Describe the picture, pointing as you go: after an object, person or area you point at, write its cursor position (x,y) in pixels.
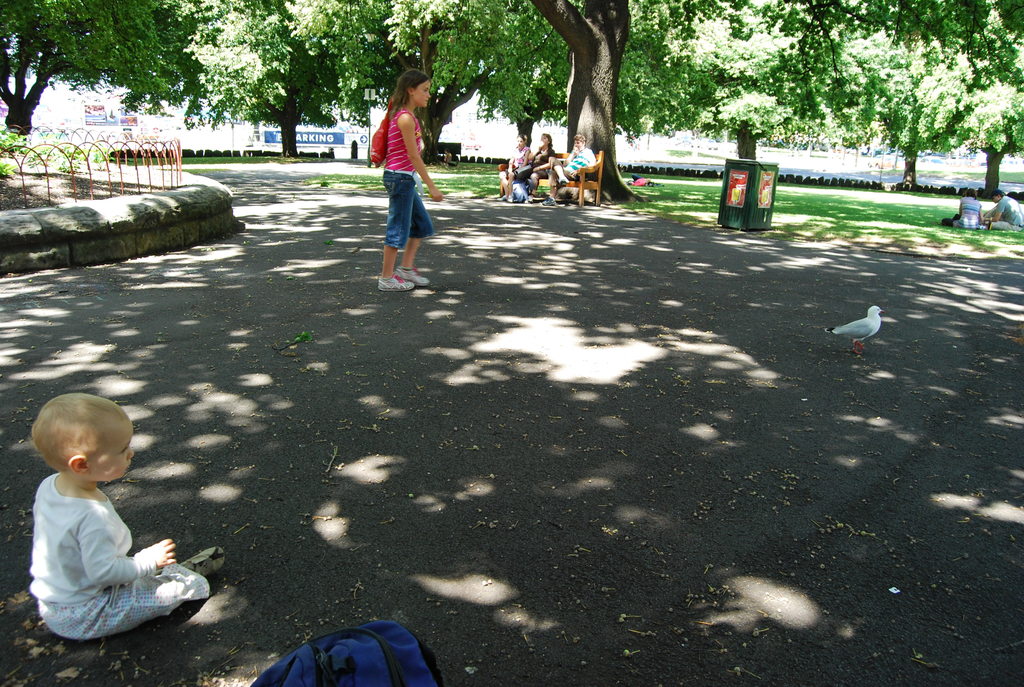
In the picture we can see a path (585,416) and on it we can see a child (41,587) sitting and the child (115,446) is with white dress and beside the child (188,586) we can see a bag (376,678) on the path (446,652) which is blue in color and some far away from the child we can see a girl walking and holding a bag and behind her we can see some people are sitting under the tree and in the background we can see trees (660,110) and grass surface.
